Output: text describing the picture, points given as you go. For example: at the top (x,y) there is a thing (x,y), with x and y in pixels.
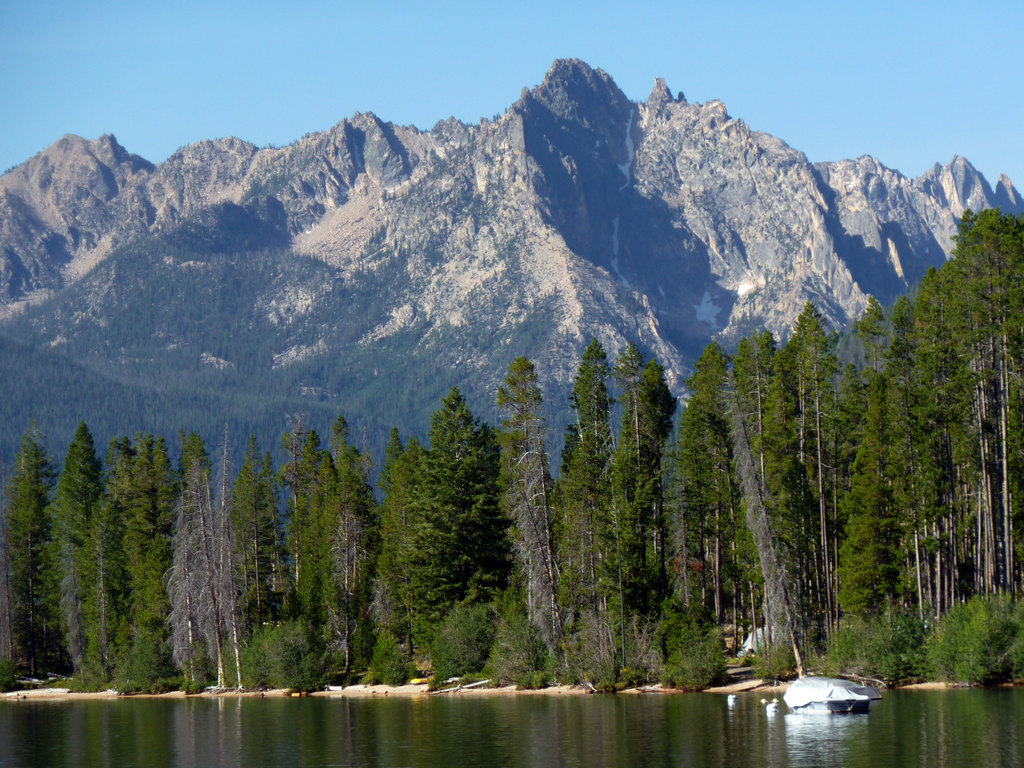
In this image there is an object (812,700) in the water (855,728). There are few trees (660,560) on the land (548,686). Behind there is hill (375,172). Top of image (322,74) there is sky (397,81).
